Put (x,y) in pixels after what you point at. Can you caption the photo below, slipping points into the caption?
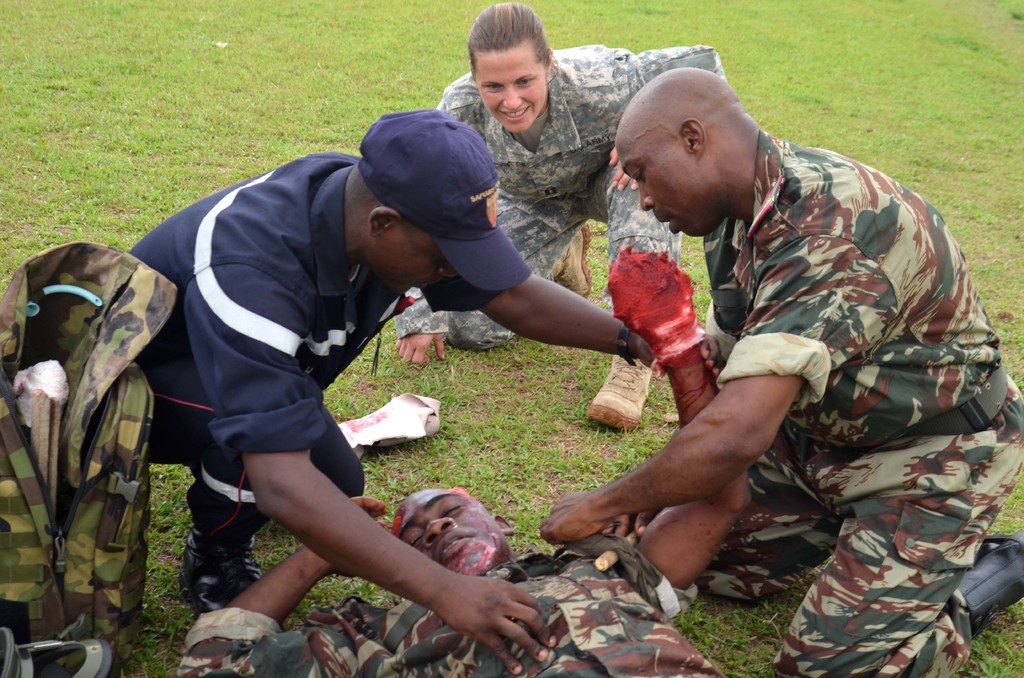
There is one person (511,582) lying on a grassy land (391,349) as we can see at the bottom of this image (454,659). We can see three persons (471,255) sitting in the middle of this image (408,347).
